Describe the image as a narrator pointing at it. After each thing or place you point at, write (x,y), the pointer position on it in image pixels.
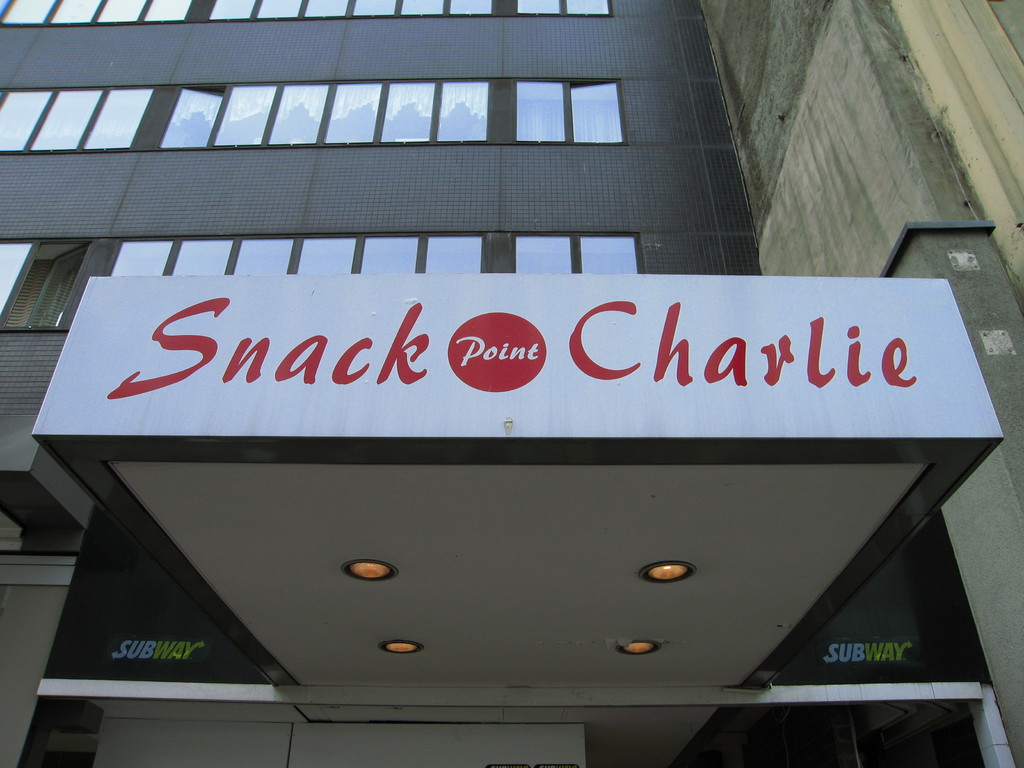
In this image in front (792,338) there are some letters (622,306) on the building (537,154). There are glass windows (443,121). There are lights (657,572).
